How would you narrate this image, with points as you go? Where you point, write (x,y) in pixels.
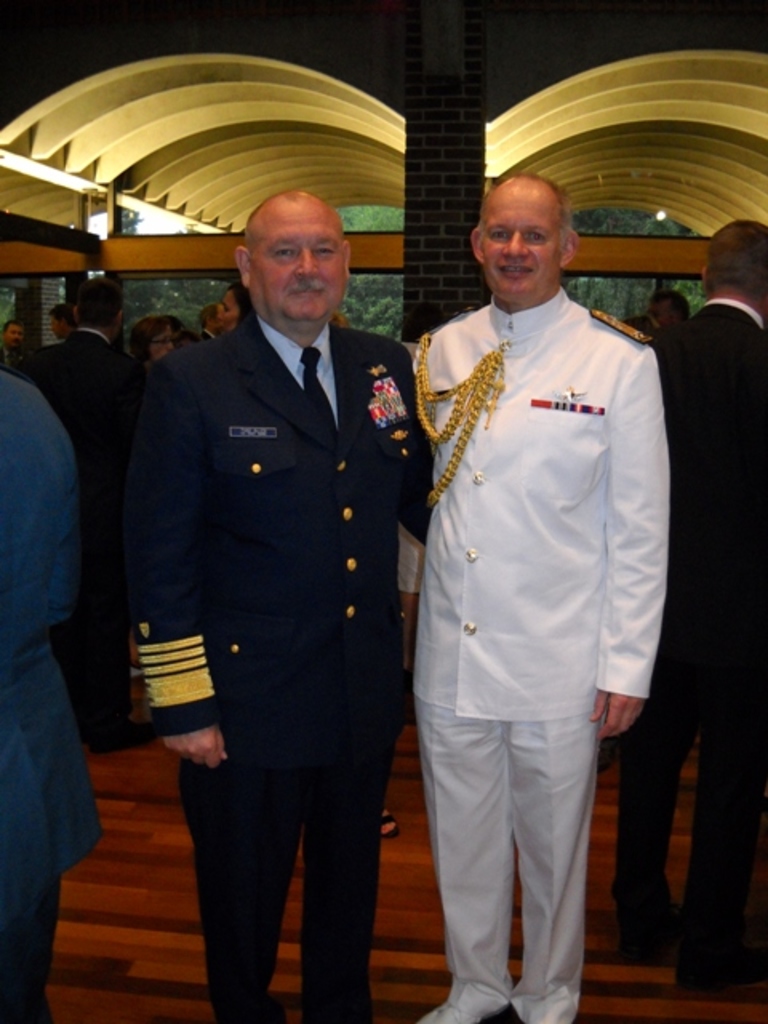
This picture describes about group of people (465,453), they are all standing, in the middle of the image (441,453) we can see two men (410,453), they both are smiling, in the background (371,225) we can see few lights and trees (391,279).
